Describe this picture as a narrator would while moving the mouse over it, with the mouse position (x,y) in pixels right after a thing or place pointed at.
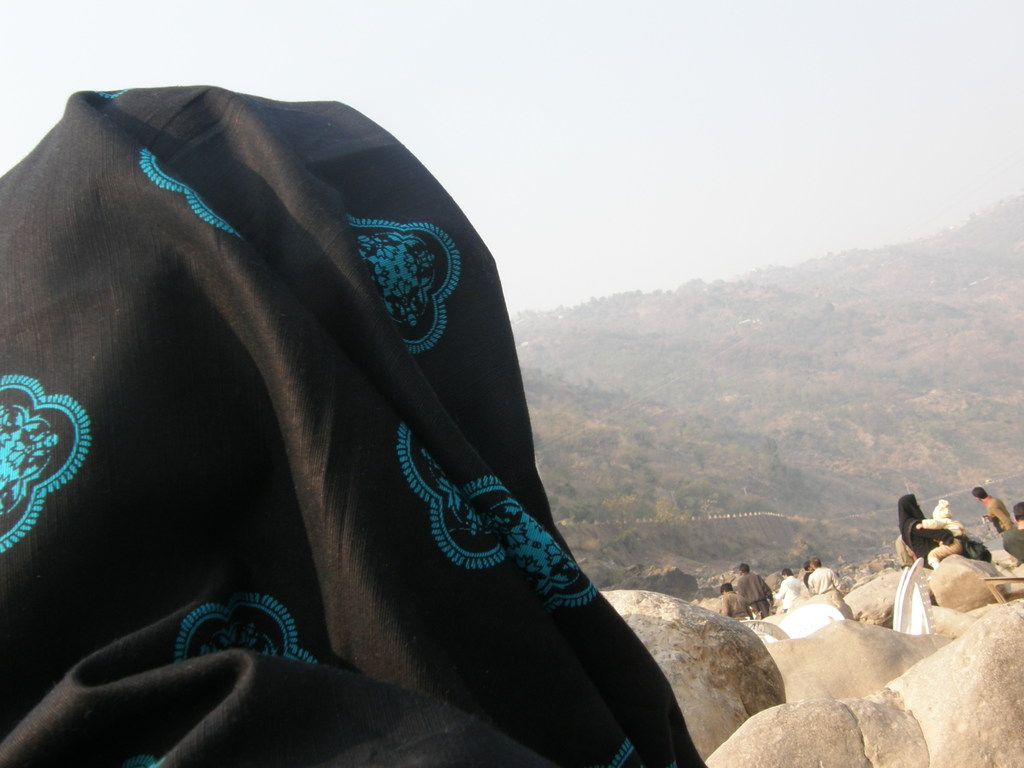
In this picture we can see a black cloth (273,500) and in front of the cloth (542,623) there are some people (1016,541) and stones (731,625). Behind the people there are hills (735,365) and a sky (644,53).
